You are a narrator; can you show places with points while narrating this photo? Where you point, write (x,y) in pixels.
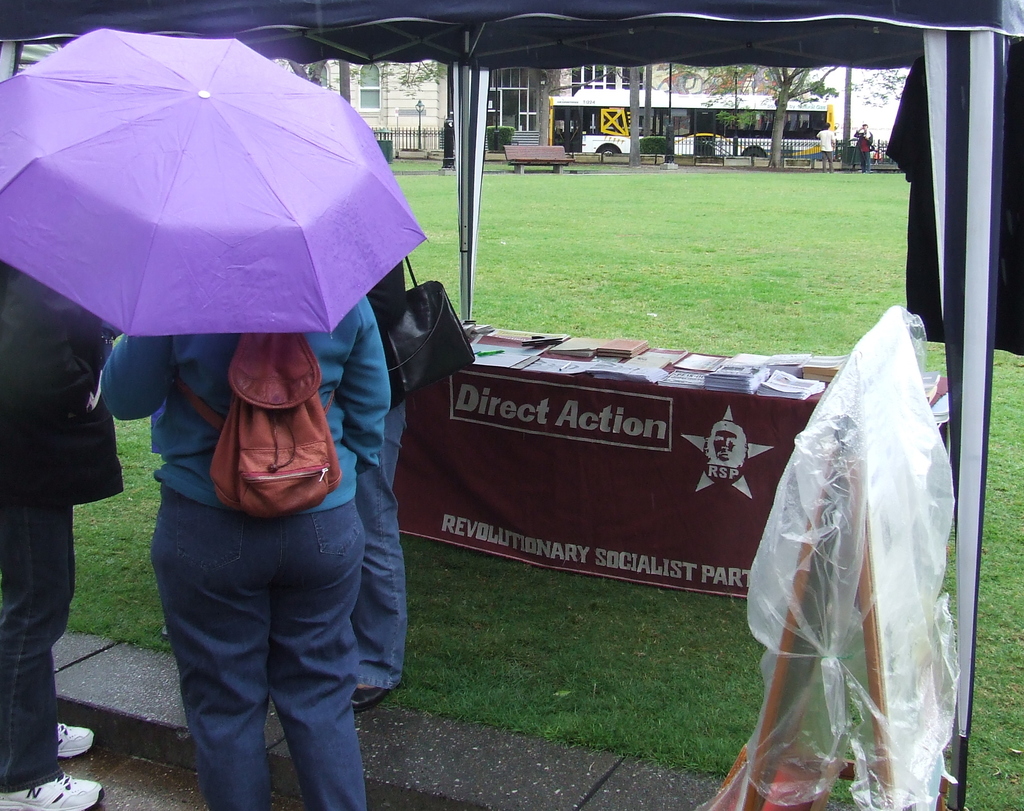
In this image, we can see people (229,584) standing and wearing bags (203,407) and one of them is holding an umbrella (184,263). In the background (569,120), there is a stand (863,586) covered with a cover (845,563) and we can see a tent (134,20) and there are books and papers (624,379) on the table (576,499) and we can see a cloth (727,444) and rods (464,119) and there are vehicles (582,121), buildings (446,106) and some people (869,143) and a bench (550,155), fence (434,134) and trees (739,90). At the bottom (140,546), there is ground (709,261).
